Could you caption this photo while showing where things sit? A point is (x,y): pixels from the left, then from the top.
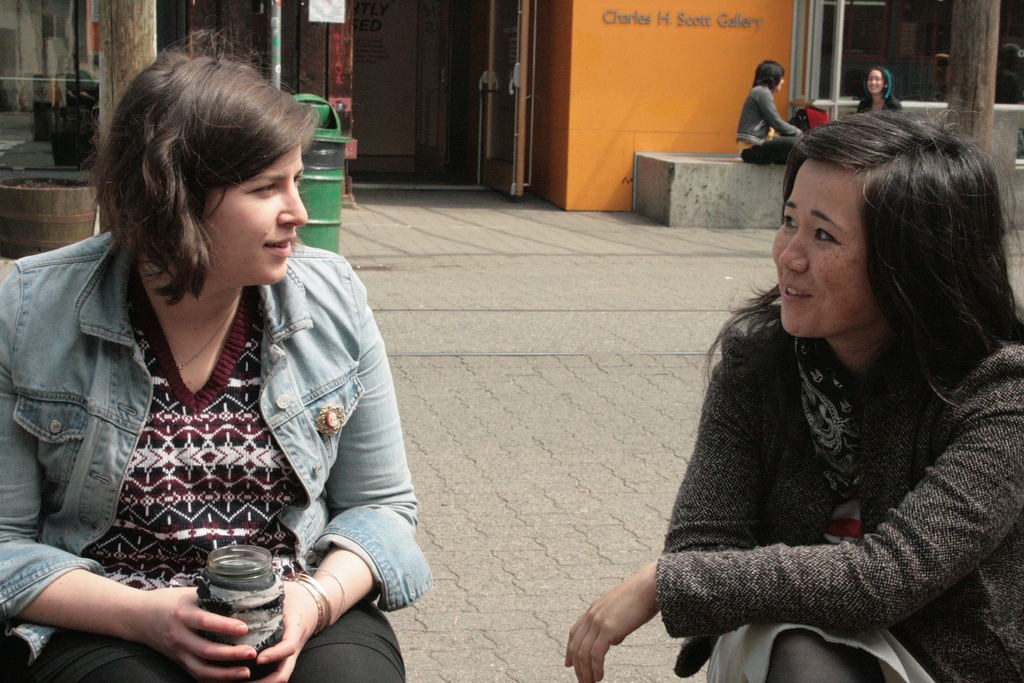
In this picture there are two women (867,313) visible in the foreground (145,399), on the left side (209,484) woman (204,495) holding a bottle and in the background (598,87) there is a wall (574,80) and in front of the wall (790,69) there are two persons (882,93) sitting on bench (696,173) and a green color container (339,236) visible on the floor (521,255).
